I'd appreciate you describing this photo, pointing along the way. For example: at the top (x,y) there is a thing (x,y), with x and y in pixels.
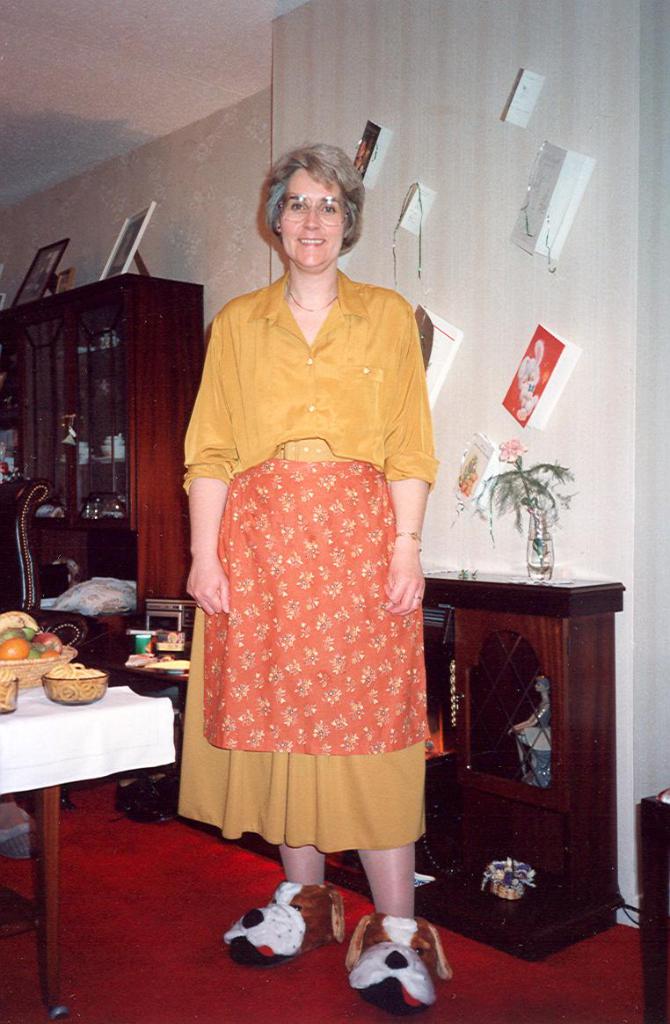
A woman (294,466) wearing a brown and orange dress (311,507) is wearing glasses (296,214) and standing. There is a table (85,725) next to her. On the table (71,697) there are baskets (43,673). On the baskets (43,673) there are some fruits (34,649). In the background (96,435) there are cupboards (471,684). On the cupboard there are photo frames (121,258). Inside cupboard (162,584) there are many items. On the wall (379,77) there are some papers (529,383) pasted. On the cupboard (549,589) there is a flower vase (535,527) with flowers (522,472).
